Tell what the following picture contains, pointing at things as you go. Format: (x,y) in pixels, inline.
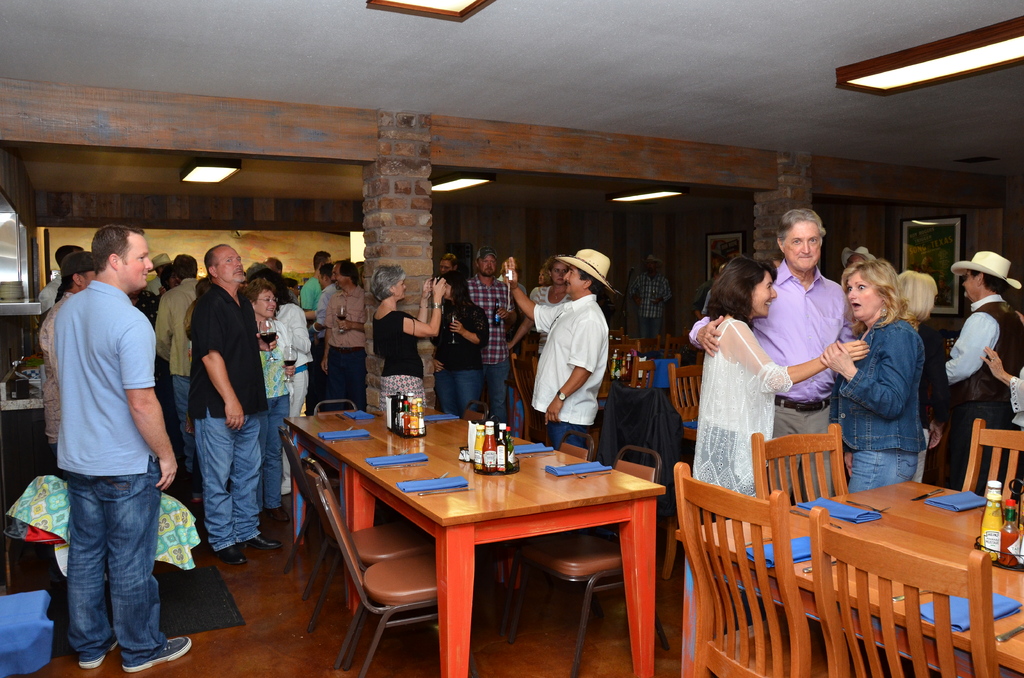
In this image I see number of people (93,657) who are standing and there are lot of chairs (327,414) and tables (495,482) and few things (561,469) on it. In the background (178,195) I see the lights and the wall (58,209).
